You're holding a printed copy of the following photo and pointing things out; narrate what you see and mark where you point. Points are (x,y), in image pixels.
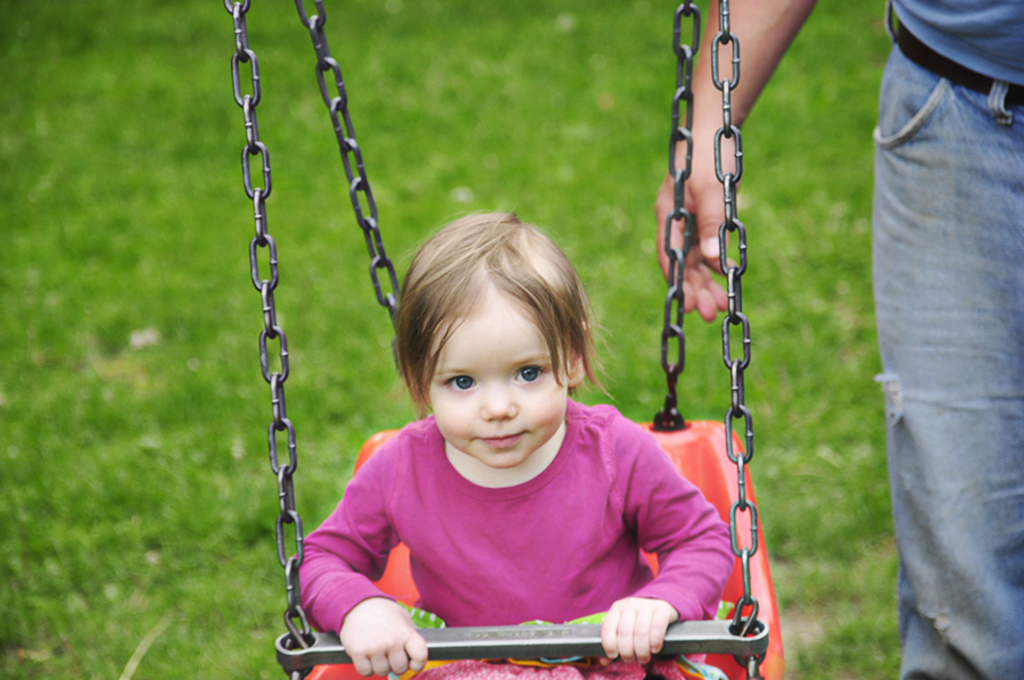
In this image, we can see a small girl (477,559) sitting in a cradle (250,151), at the right side (935,305) there is a person (938,287) standing, we can see green grass (240,159) on the ground (194,162).
